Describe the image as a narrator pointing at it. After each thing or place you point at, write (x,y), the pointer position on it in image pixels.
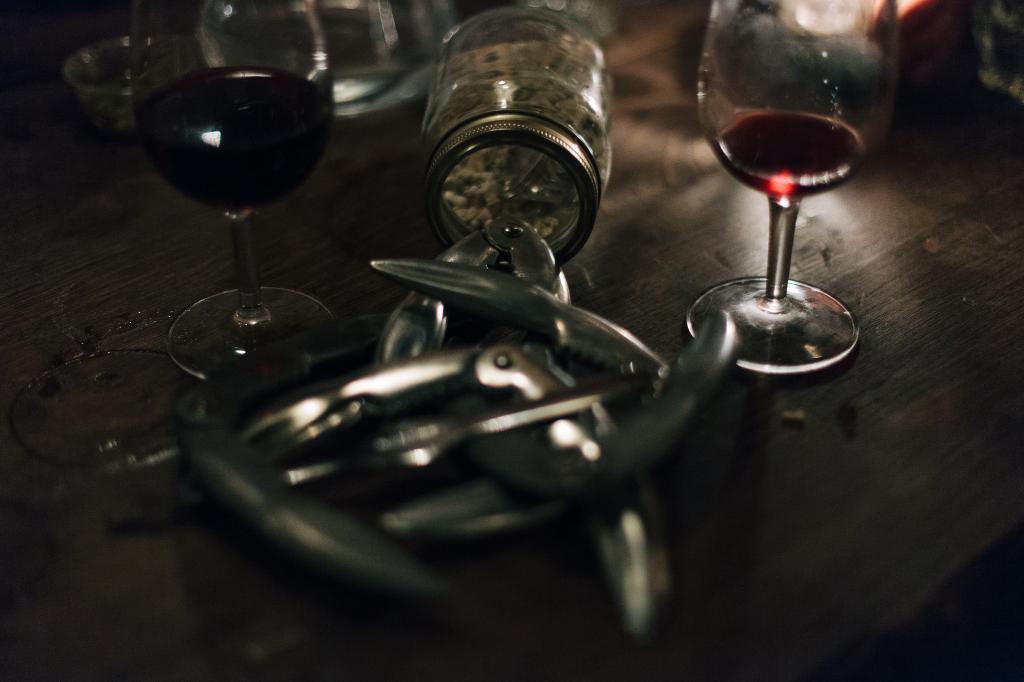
There are 2 glasses (732,175) of drinks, a glass jar (509,150) and other objects (416,461) on a wooden surface (745,511).
